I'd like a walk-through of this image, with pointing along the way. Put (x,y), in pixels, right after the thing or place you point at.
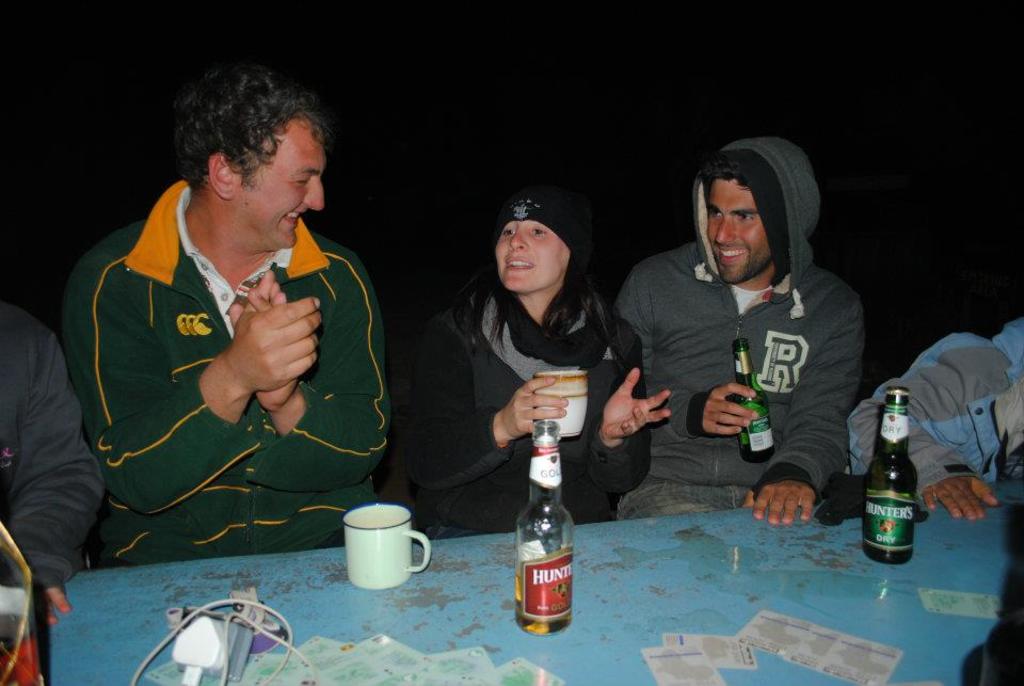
In the image we can see few persons (508,415) were sitting on the chair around the table (483,584). On table (463,606) we can see wine bottle (532,612), mug (406,578) and charger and they were smiling.
